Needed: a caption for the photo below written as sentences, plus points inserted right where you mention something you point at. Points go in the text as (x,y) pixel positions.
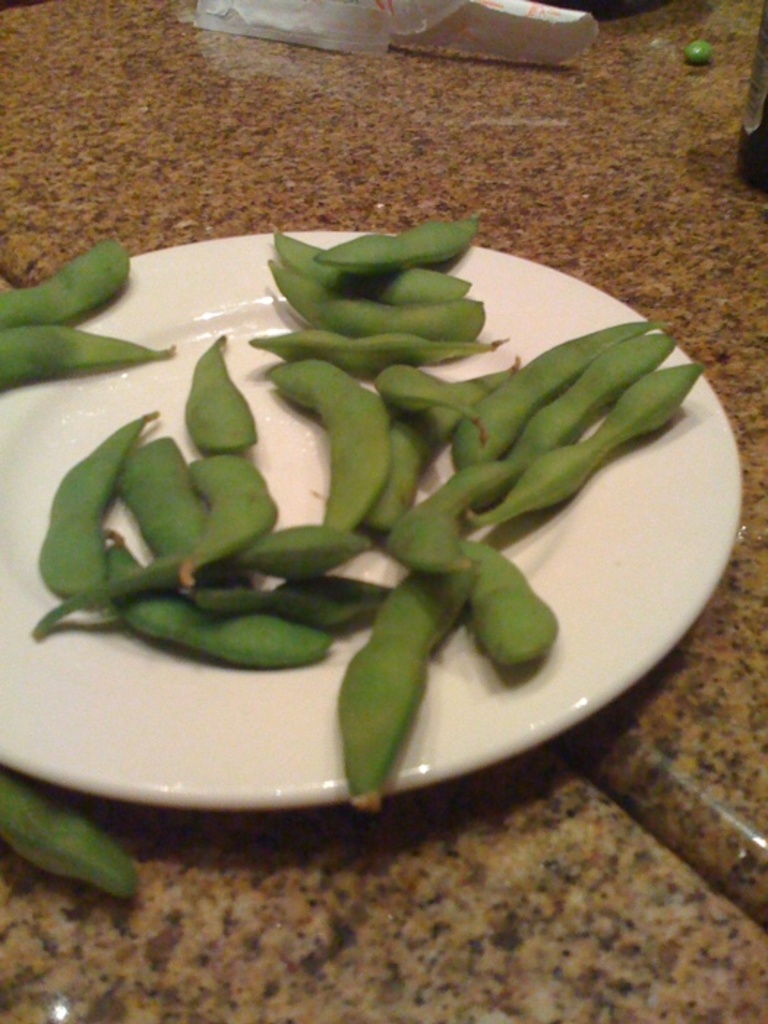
In this image we can see broad bean (347,447) are kept in a white color plate (626,604) and the plate (643,612) is on the brown color surface (709,670).
